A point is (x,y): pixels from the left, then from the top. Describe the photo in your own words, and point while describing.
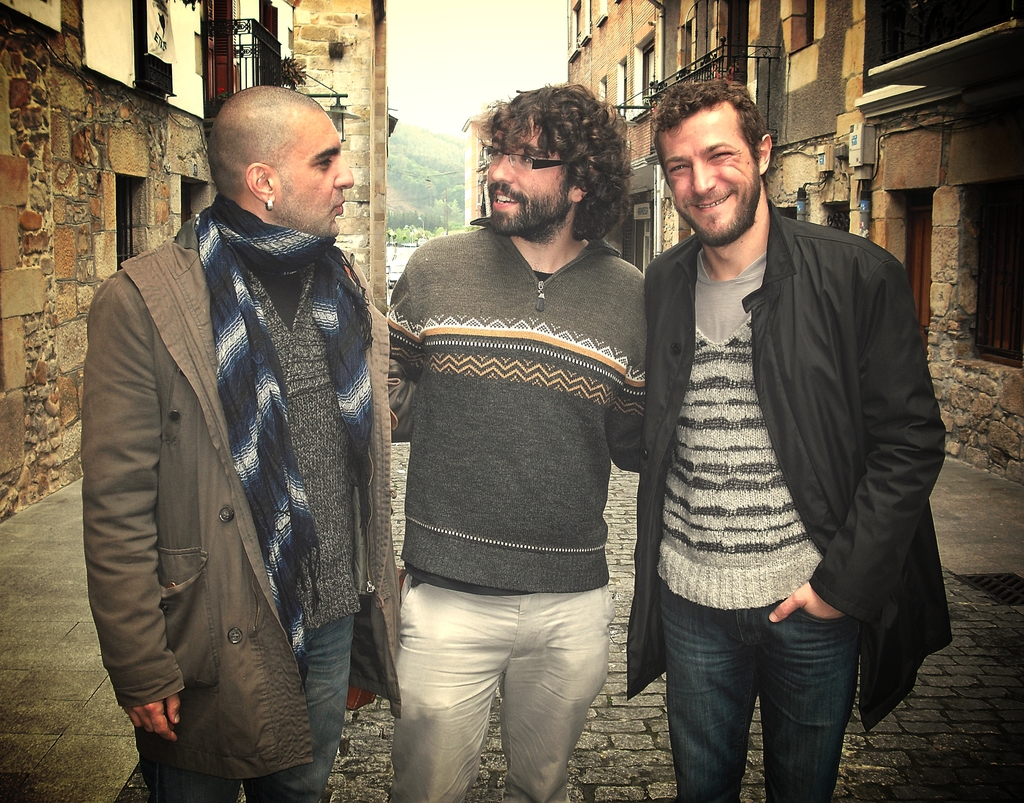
In this image, there are three men (394,427) standing, at the background (151,231) there are some buildings (609,95) and there is a sky (466,75).
